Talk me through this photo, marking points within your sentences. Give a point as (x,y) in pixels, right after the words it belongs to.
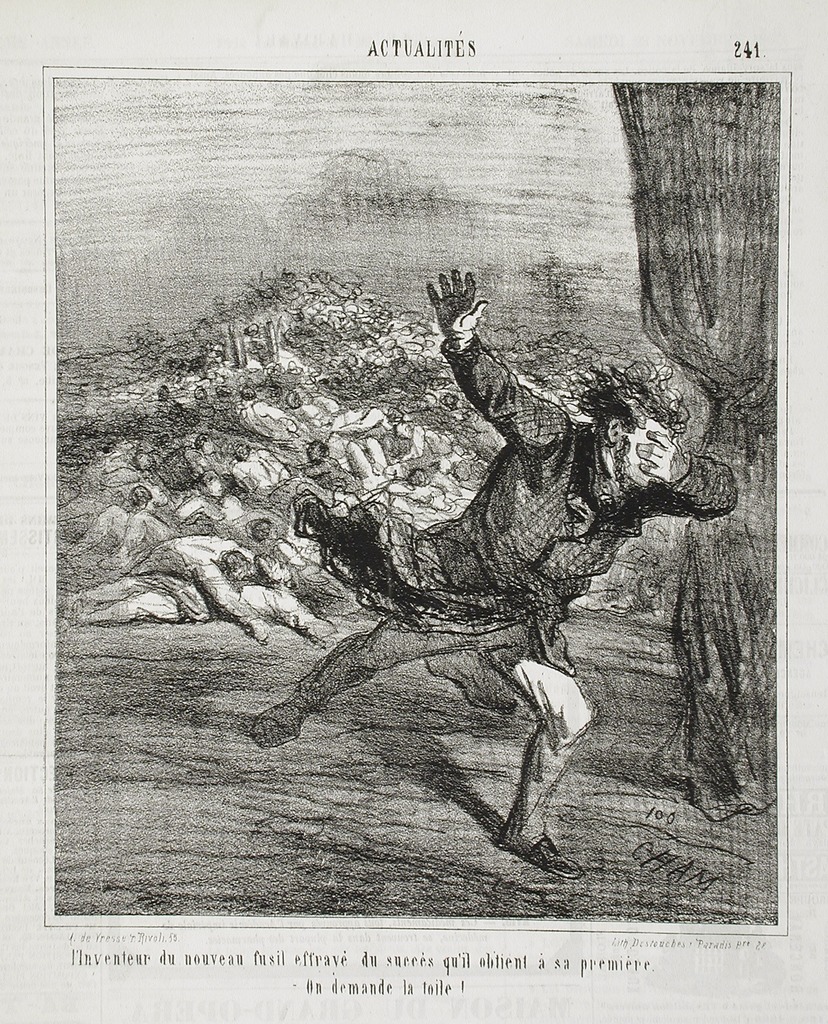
In this picture I can see a printed paper (364,698) and I can see a picture (355,511) of a man (609,532) running and I can see text (374,50) at the top (427,52) and the bottom of the picture (374,959).
